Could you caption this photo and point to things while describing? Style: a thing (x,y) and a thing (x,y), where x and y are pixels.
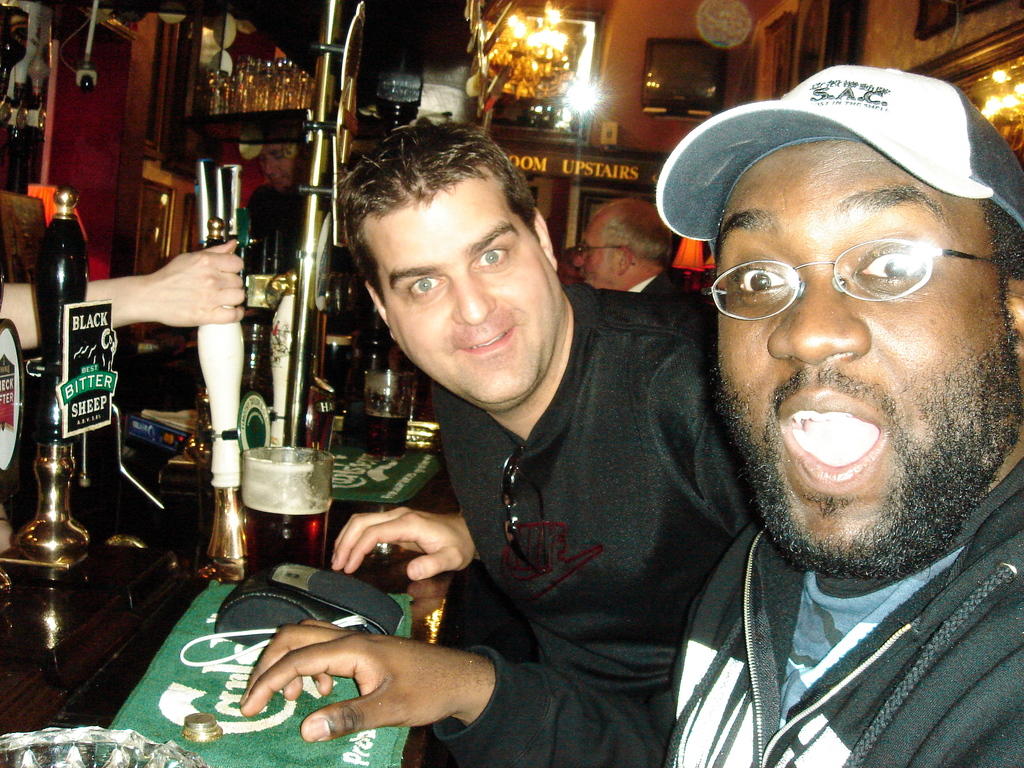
On the right side of the image (938,648) there is a man (919,661) with black jacket (919,661) and a cap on his head (875,539). Beside him there is a man (545,429) with black t-shirt (583,437). In front of them there is a table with glasses (283,516) and a few other items (273,439). And in the background (259,81) there are lights (567,58) and glasses (241,81).
